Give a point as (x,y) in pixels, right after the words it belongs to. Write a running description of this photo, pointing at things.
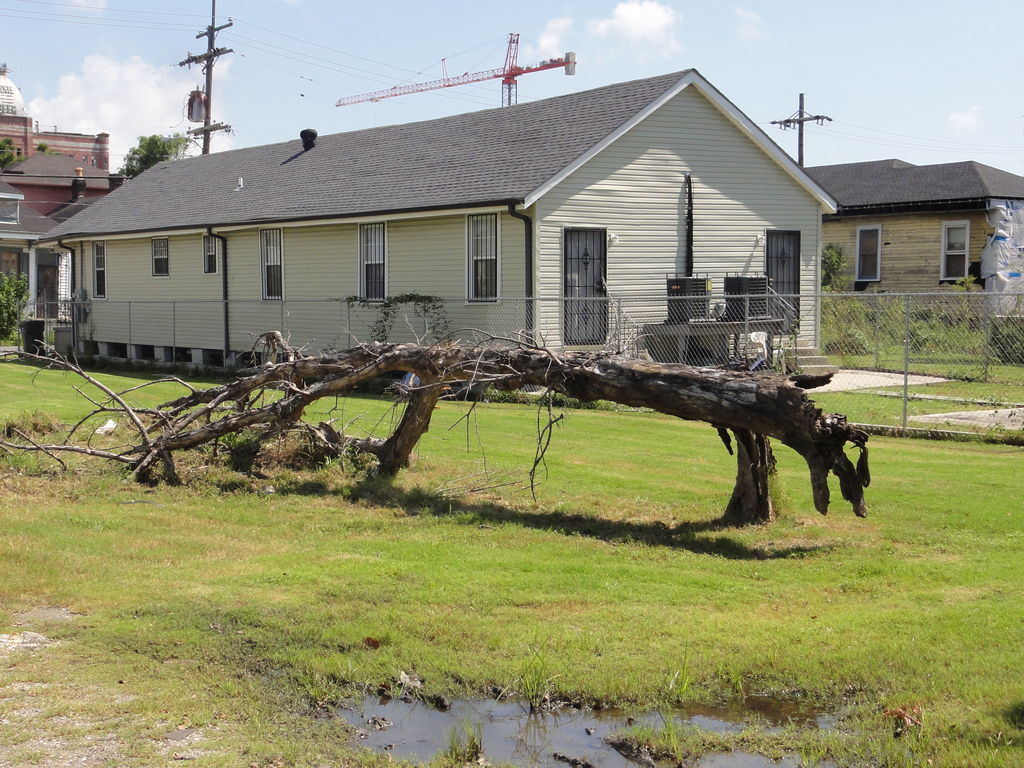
In this image in the front (425,702) there is water (471,720) and there's grass (375,573) on the ground (337,554). In the center (668,390) there is a branch (289,417) of a tree (295,405). In the background (577,197) there are buildings (605,178), poles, plants (895,323) and there is a fence (766,331) and there is a tree (144,155) and the sky (128,89) is cloudy.
